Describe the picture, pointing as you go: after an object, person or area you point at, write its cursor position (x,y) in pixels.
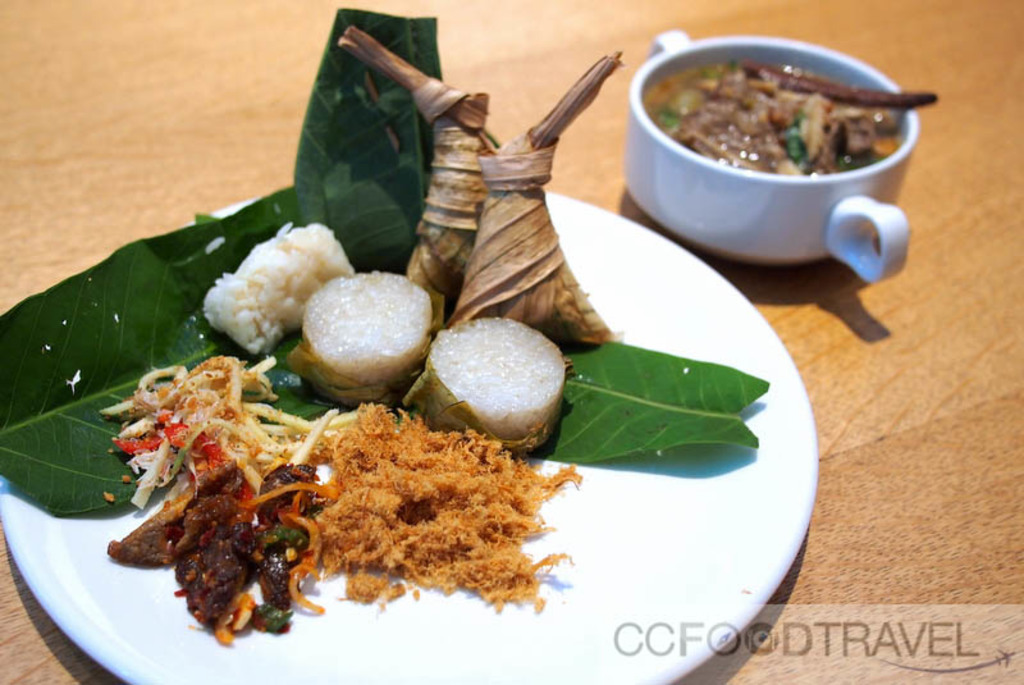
In this picture we can see a platform (786,300), on this platform (786,317) we can see a plate (624,503), bowl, here we can see leaves (709,428), food items (758,105) and some objects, in the bottom right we can see some text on it.
